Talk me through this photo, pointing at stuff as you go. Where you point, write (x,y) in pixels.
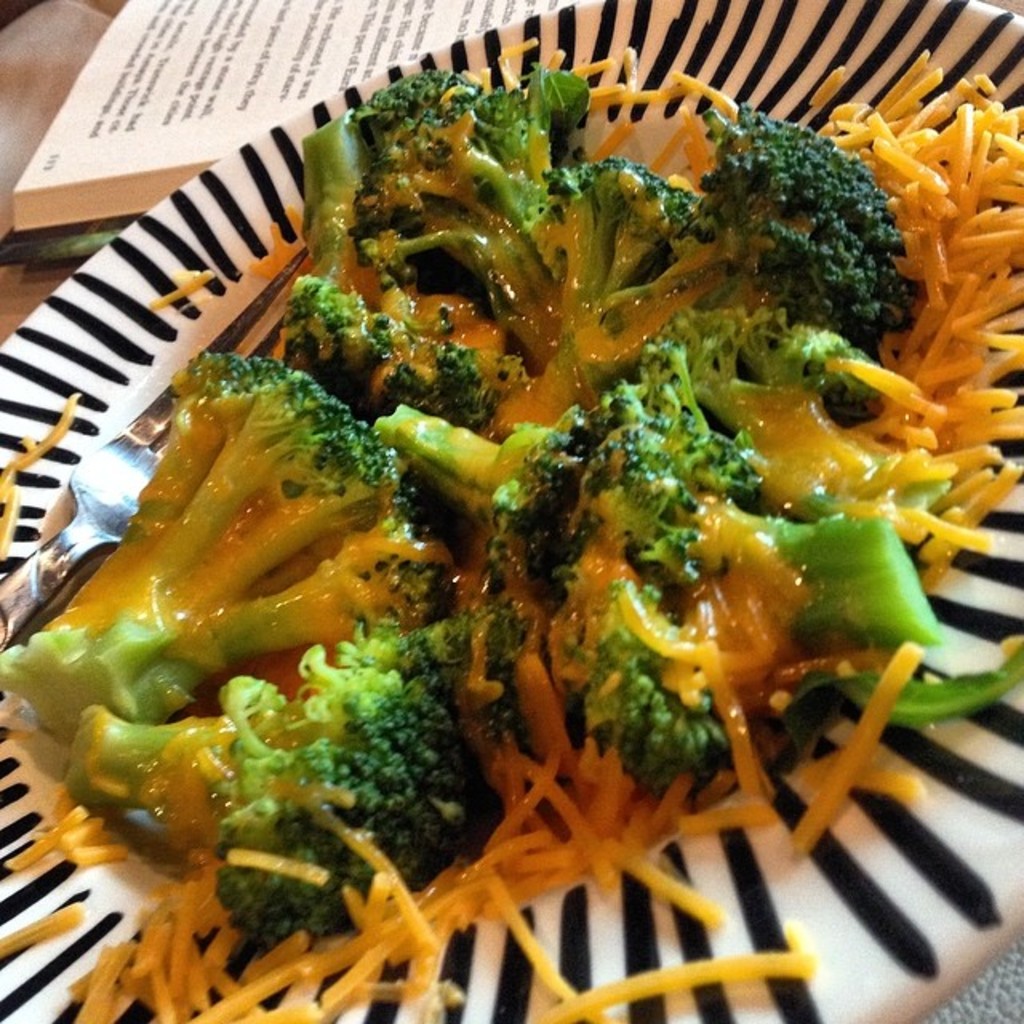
In this image I can see there is a some food (280,586) placed in the plate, there is some broccoli (234,625), a fork (18,577) at left side (6,584). There is a book (195,121) placed on the table (15,267).
